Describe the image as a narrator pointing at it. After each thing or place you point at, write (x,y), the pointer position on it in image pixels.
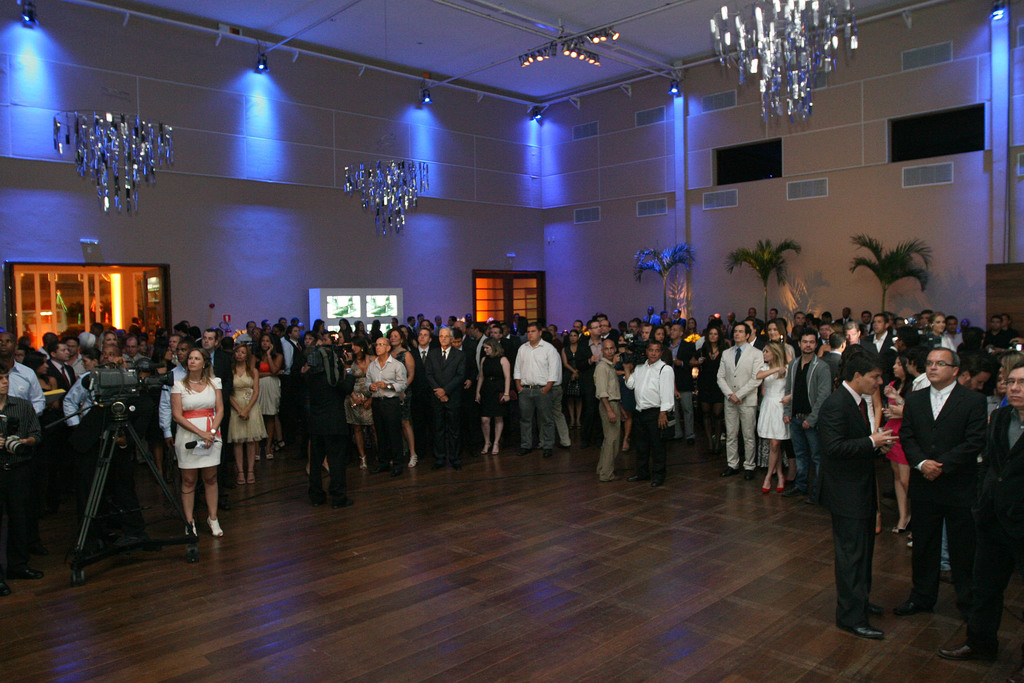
In this image we can see the people (625,384) standing on the floor (621,536). We can also see a camera (139,380) with the stand (94,509). We can see the wall (359,129), windows (476,298), house plants (883,281) and also the lights (777,28) hanged from the ceiling (426,40).
